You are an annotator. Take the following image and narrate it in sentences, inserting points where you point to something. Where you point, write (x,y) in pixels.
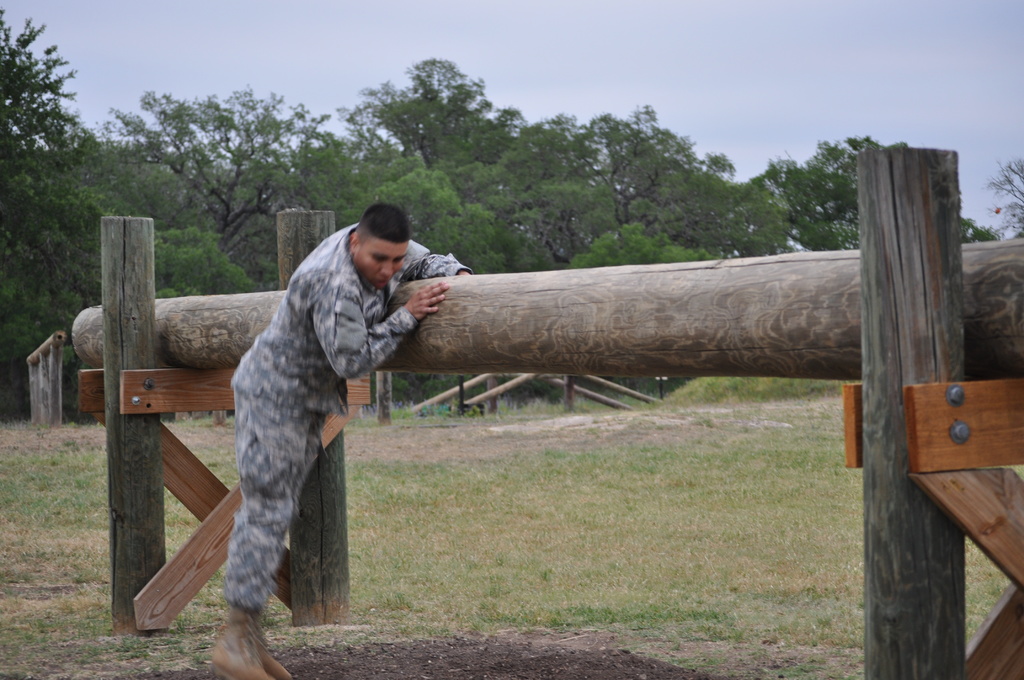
In this image, there is an outside view. There is a person (306,421) at the bottom of the image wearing clothes (313,354). There are some trees (483,165) in the middle of the image (638,255). There is a sky (359,102) at the top of the image (463,21).
